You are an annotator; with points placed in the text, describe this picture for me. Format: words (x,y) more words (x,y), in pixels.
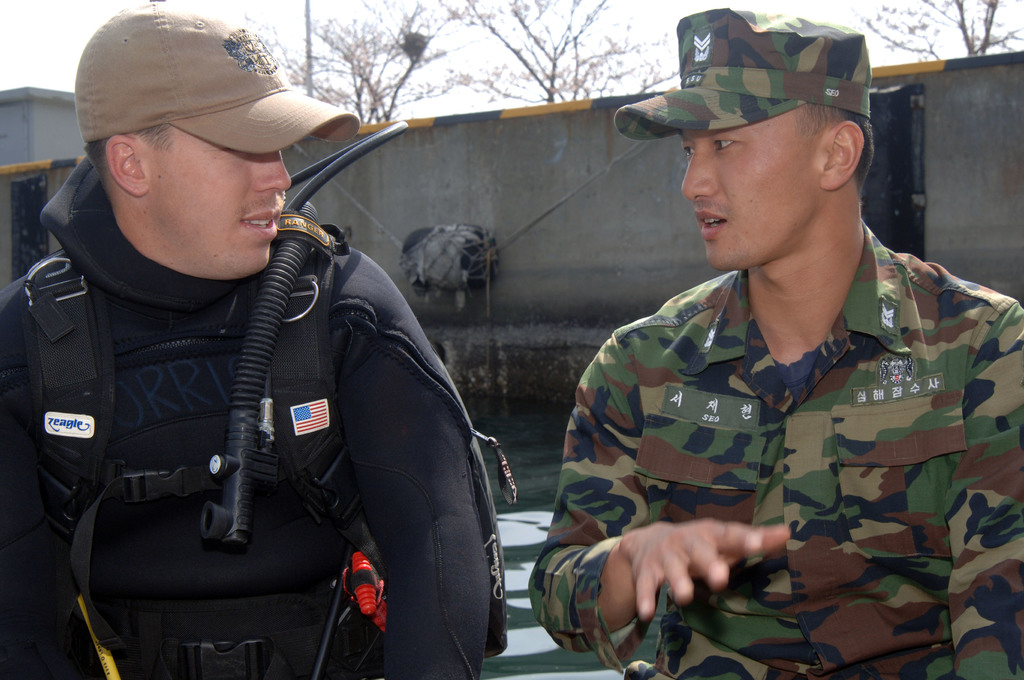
In this picture we can see two people (887,634) wearing caps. There are a few objects (454,269) visible on the wall (432,195). We can see a few trees (378,42) in the background (390,13).
